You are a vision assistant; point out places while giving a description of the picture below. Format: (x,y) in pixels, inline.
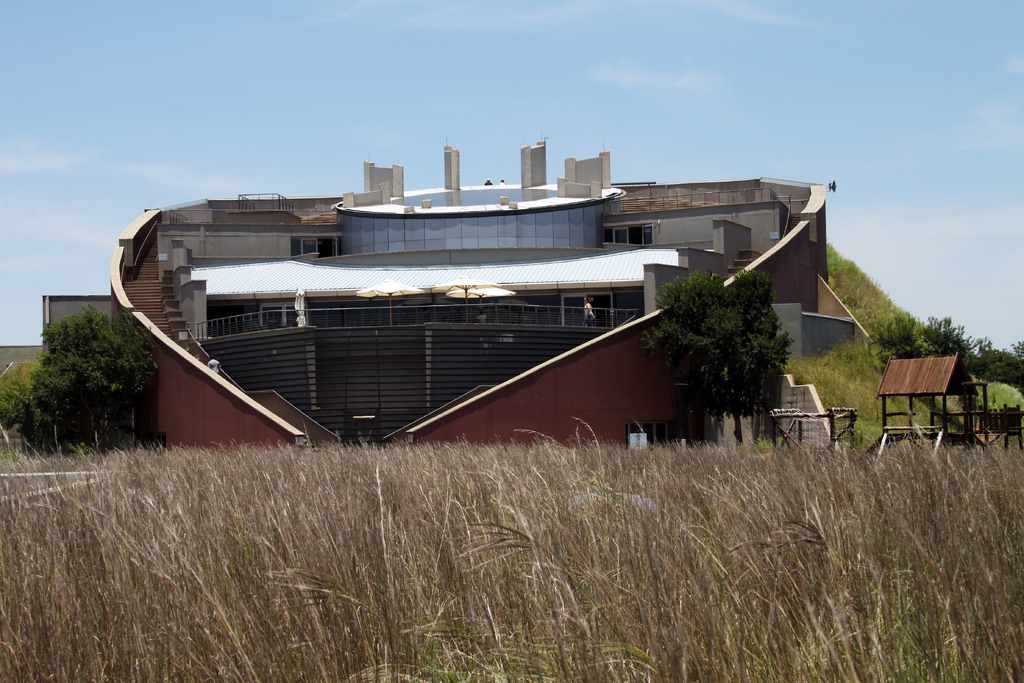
In this picture I can see a building (556,290), shelter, grass (958,635), trees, and in the background (713,76) there is the sky (741,63).
